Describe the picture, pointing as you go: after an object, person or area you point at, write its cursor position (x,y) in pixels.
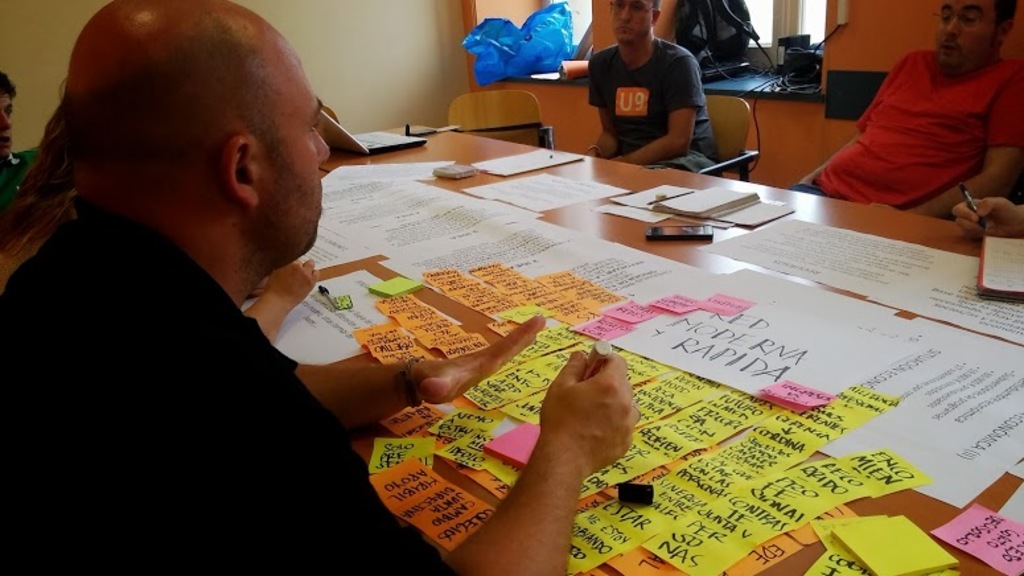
In this image, we can see a table (508,179), on that table (749,448) there are some papers (647,287) kept, there are some people (885,127) sitting on the chairs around the table (979,249), we can see windows (773,47).
